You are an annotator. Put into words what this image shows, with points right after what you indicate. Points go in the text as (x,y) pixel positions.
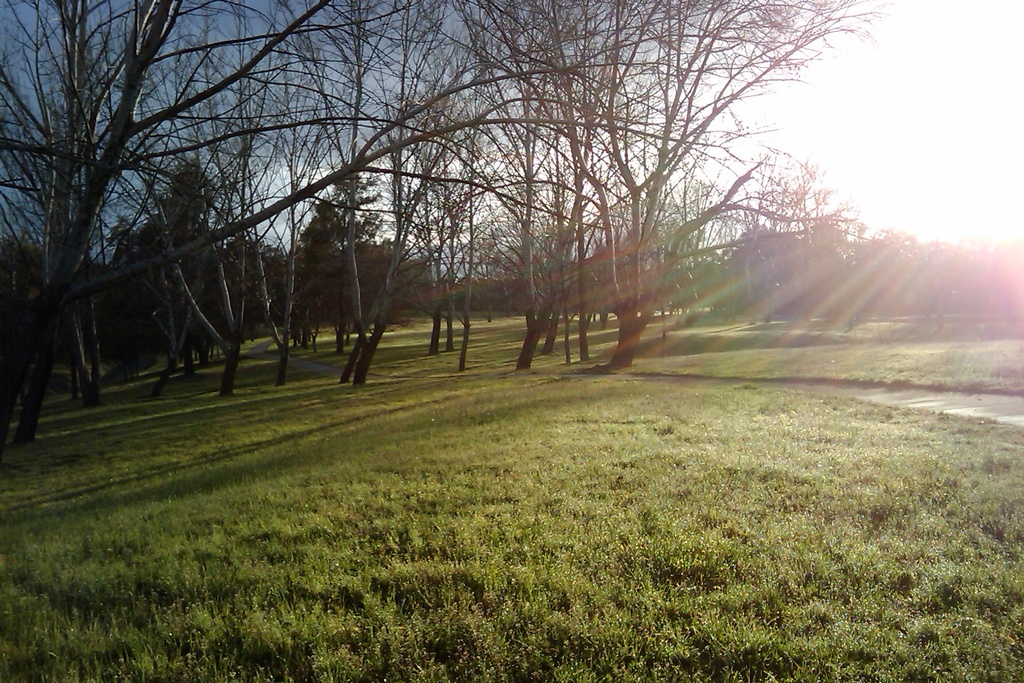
In the background of the image (502,148) there are trees (123,138), sky (980,179). At the bottom of the image (471,520) there is grass (494,585).
